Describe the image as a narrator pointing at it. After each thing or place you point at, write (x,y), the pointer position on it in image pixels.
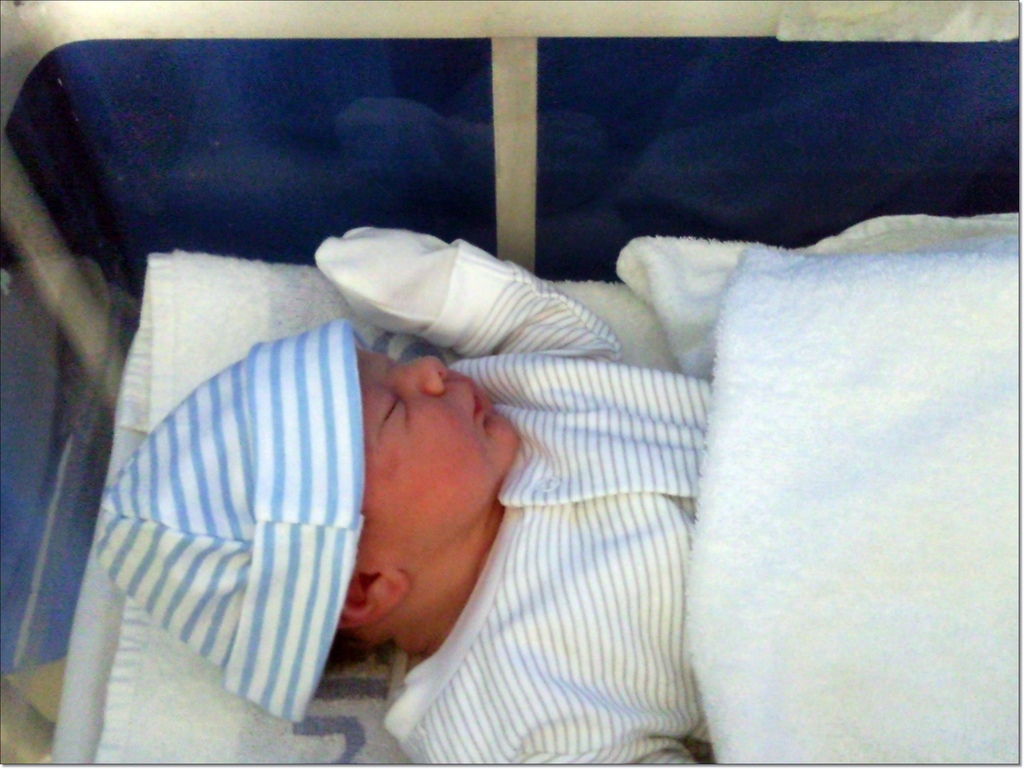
A little baby (548,517) is sleeping, this baby (491,580) wore t-shirt (602,498), cap (277,447) and hand gloves (428,336).
